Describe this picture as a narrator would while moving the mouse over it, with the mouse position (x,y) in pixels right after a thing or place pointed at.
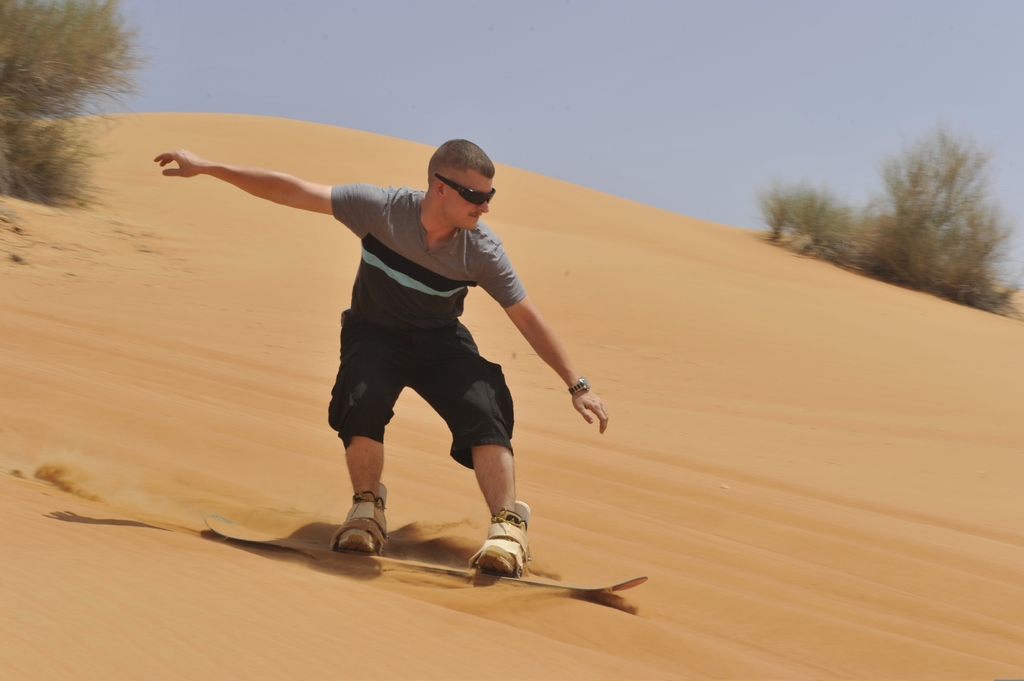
In this image we can see a person (395,283) skating on sand (764,469). In the background (788,216) there are plants (901,218) and sky (677,109).
